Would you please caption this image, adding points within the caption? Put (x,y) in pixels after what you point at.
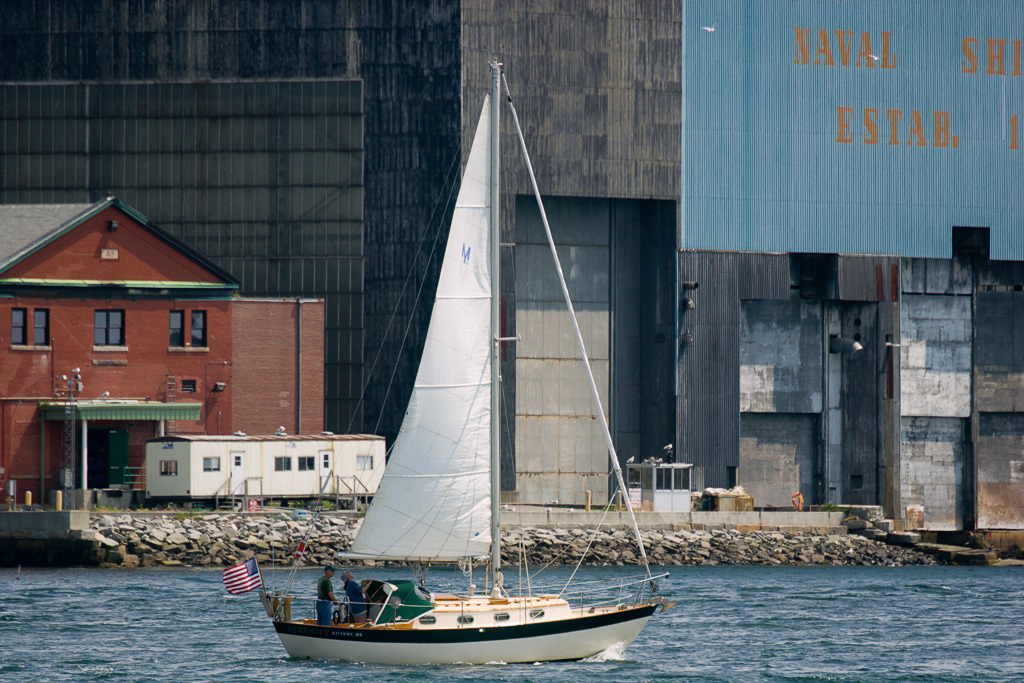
In this image we can see two persons (359,605) sailing on a boat (429,625). There is a flag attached to the boat (472,631). Behind the water (249,608) we can see the rocks (326,548) and buildings (293,463). In the top right (886,58), we can see the text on the building (807,191).
